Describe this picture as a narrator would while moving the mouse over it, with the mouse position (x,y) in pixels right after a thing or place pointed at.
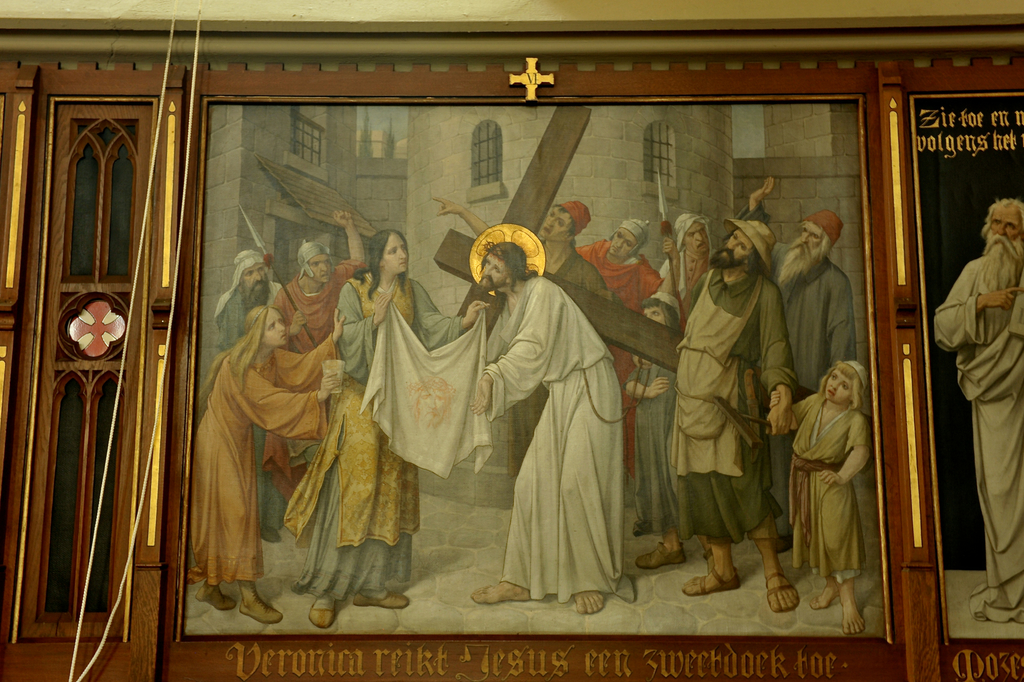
In this picture we can see photo frames (916,463), there are pictures (820,229) of persons (837,298) in these frames (834,340), at the bottom (988,669) there is some text (729,648).
